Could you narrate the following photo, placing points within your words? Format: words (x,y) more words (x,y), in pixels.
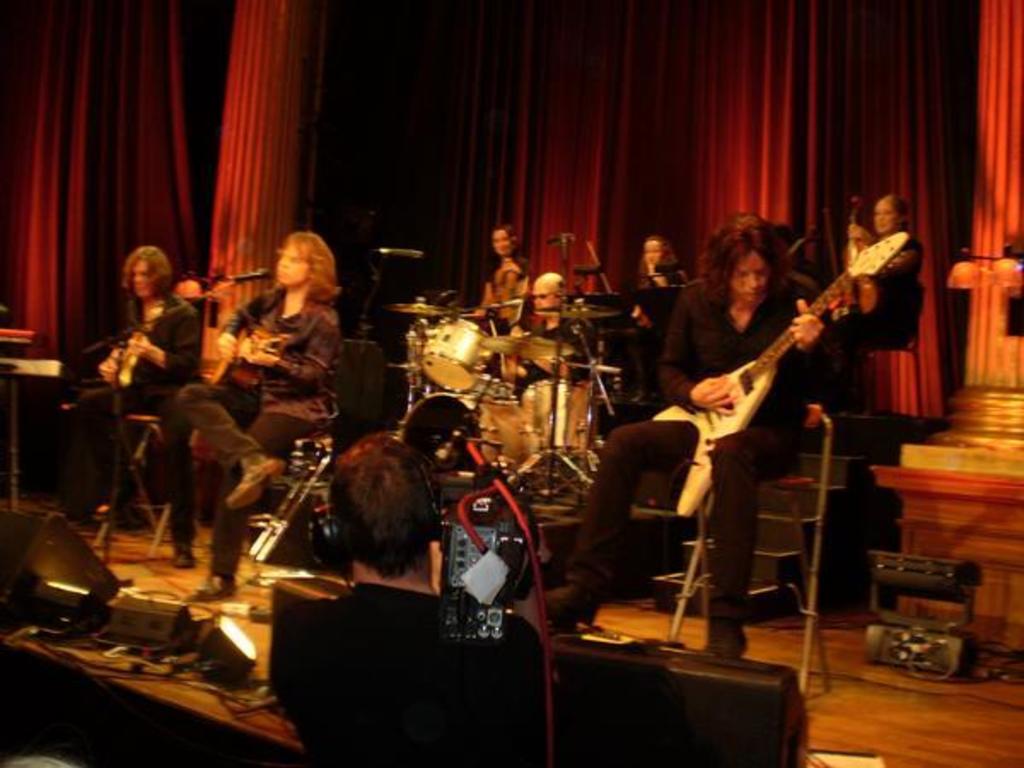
In this image, in the middle (366,459), we can see a man (423,697) wearing black color dress (406,656) and holding the camera (497,625) in his hand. In the background (763,411), we can see a group of people (803,358) sitting on the chair (817,417) and playing a musical instrument (557,314) in front of the microphone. In the background (14,363), we can also see musical instrument (563,344) and a group of people (679,353) playing the musical instrument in front of the microphone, red color curtain (619,58). At the bottom (718,711), we can see some lights (92,596), speakers (782,719) and few electronic instruments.
